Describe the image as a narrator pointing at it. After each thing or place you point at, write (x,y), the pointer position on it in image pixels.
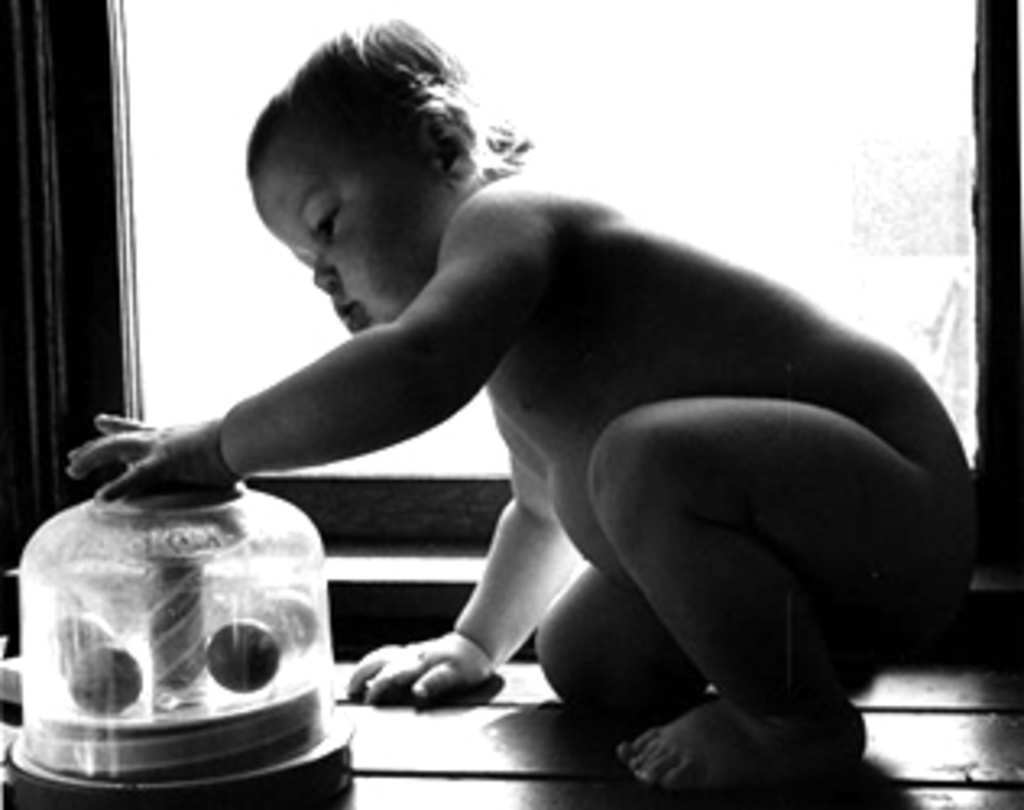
In this image there is a child (607,355), there is an object (234,735) truncated towards the bottom of the image (133,716), at the background of the image (219,307) there is a window (657,74) truncated.
